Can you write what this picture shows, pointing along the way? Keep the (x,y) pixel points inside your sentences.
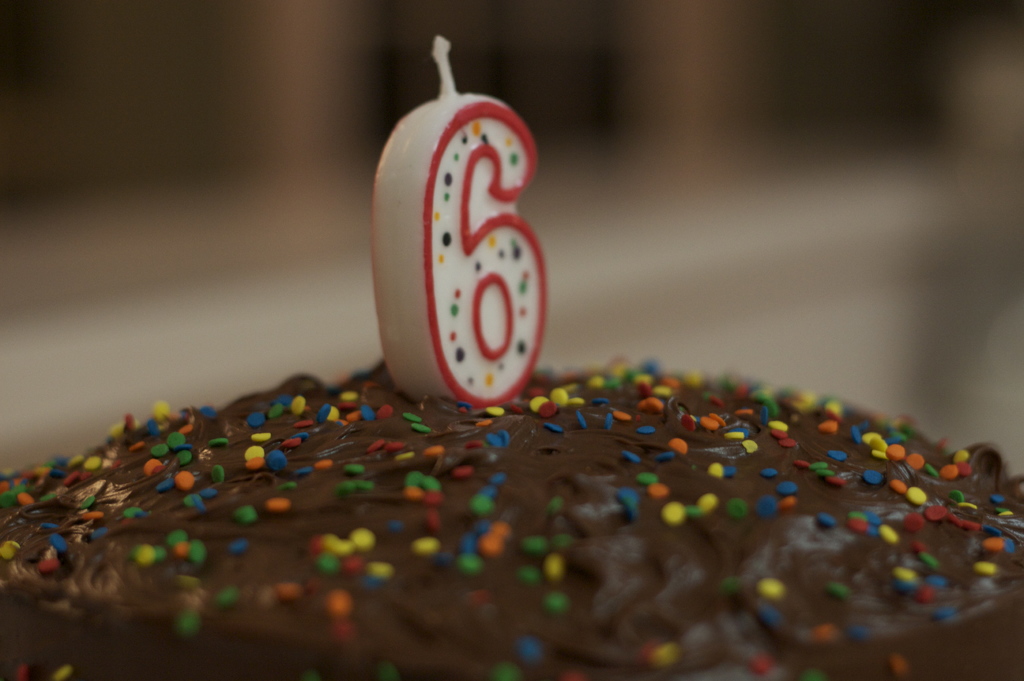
In the picture I can see the cake (605,394) and there is a number candle (525,165) on the cake (791,634).
